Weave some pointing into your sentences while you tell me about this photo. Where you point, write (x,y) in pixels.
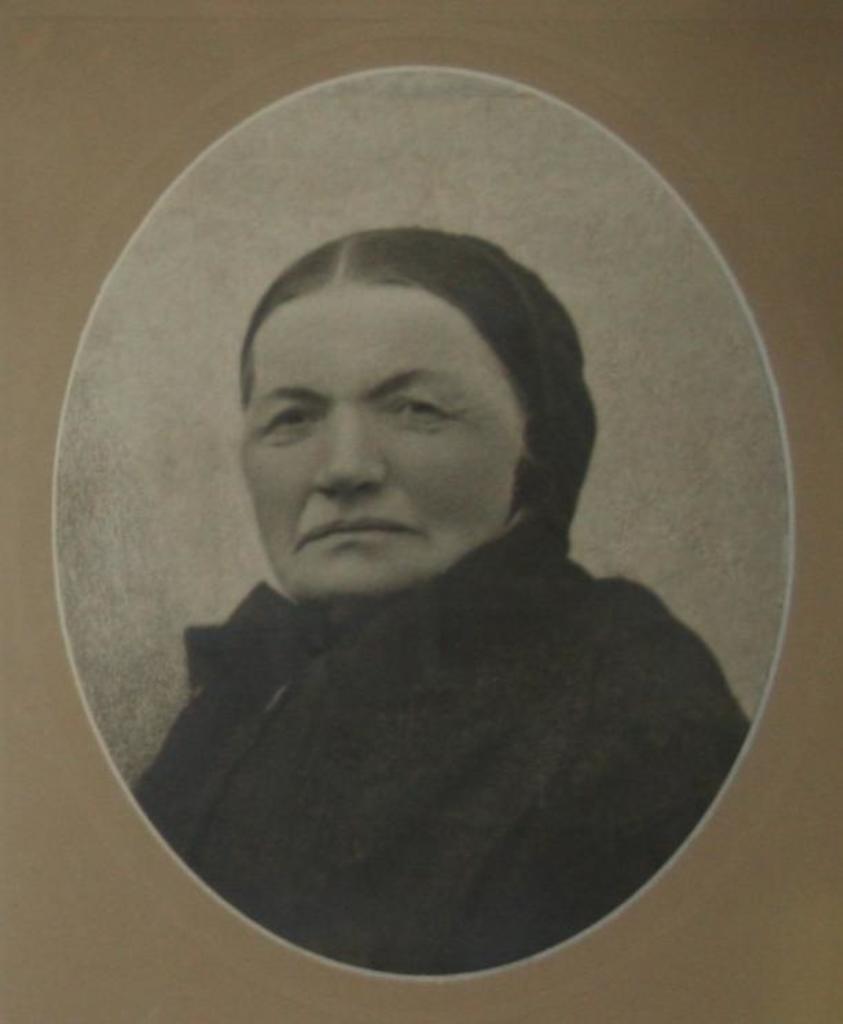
In this picture we can see photo of a woman (338,688). In the background of the image (719,108) it is cream color.
